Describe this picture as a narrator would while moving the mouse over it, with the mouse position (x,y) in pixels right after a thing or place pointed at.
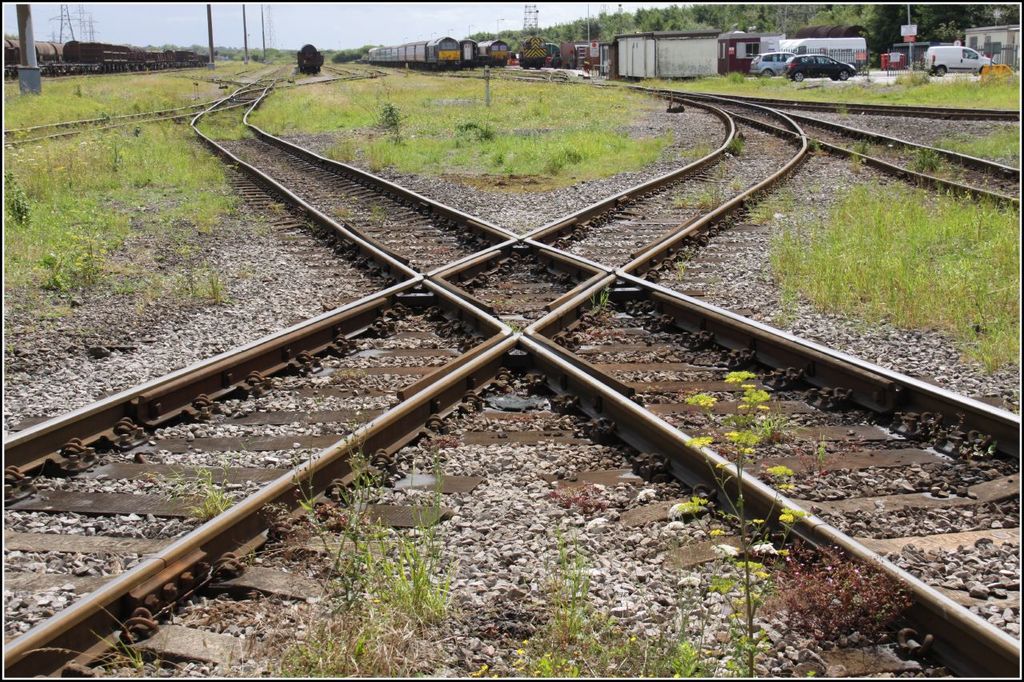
In this picture there are tracks (616,313) in the center of the image (468,380) and there are trains (485,60) and cars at the top side of the image (803,49), there is grass land (604,151) on the right (958,284) and left side of the image (130,156).
